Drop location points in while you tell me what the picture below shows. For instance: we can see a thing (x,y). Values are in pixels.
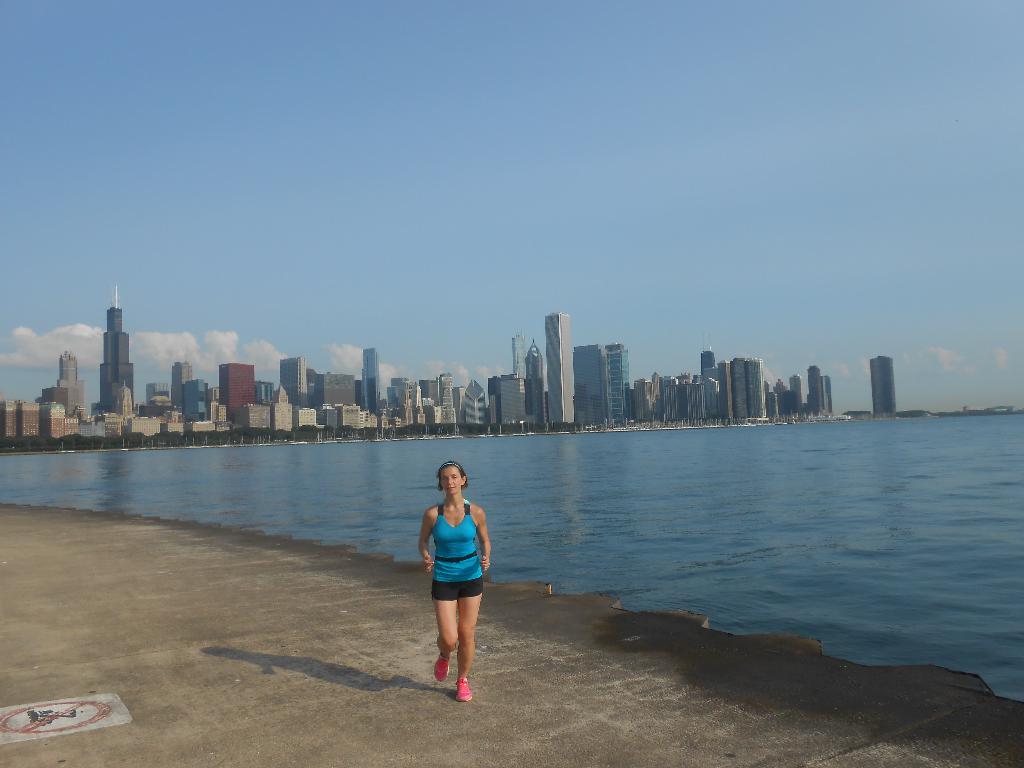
In the image in the center (443,486), we can see one woman (447,531) running. In the background (487,146), we can see the sky (415,285), clouds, buildings (583,381), towers (62,388), trees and water (592,481).
